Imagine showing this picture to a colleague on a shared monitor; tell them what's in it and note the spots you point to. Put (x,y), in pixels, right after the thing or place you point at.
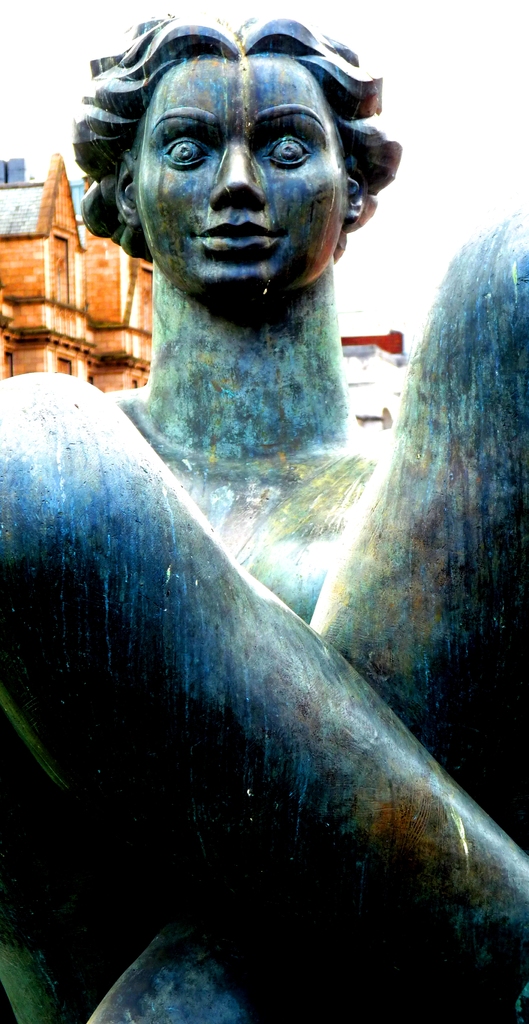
In this picture I can see a statue (314,147) of a person (210,202), and in the background (13,264) there are buildings (354,371).
